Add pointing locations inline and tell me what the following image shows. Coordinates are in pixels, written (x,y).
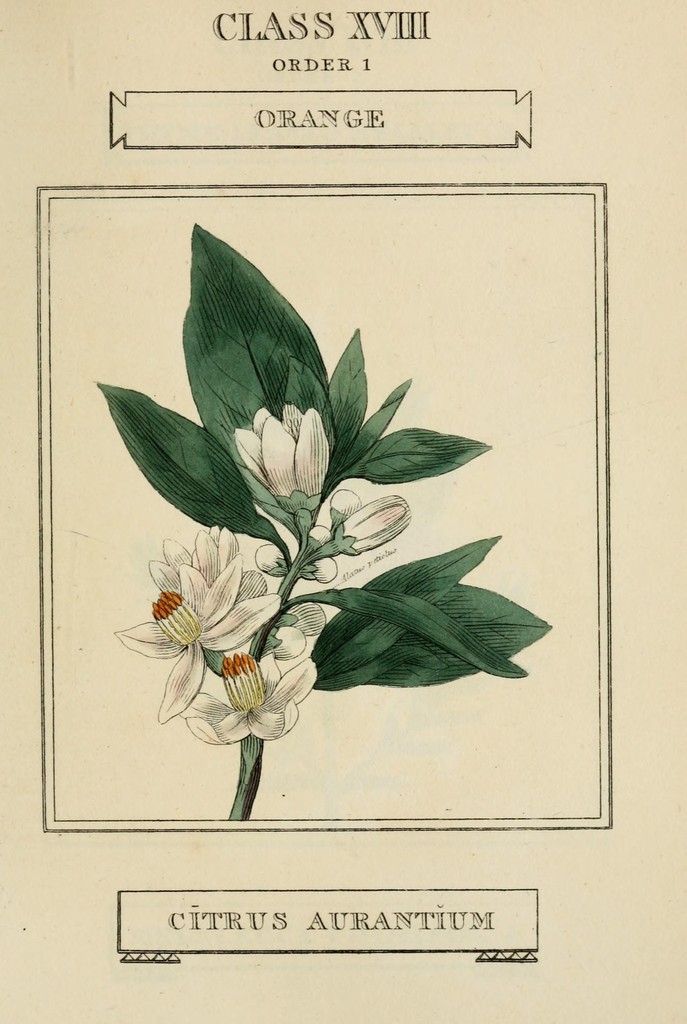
In this picture we can see sketch (348,589) of a flowers (166,621) and leaves (348,411) on the paper (352,737).
